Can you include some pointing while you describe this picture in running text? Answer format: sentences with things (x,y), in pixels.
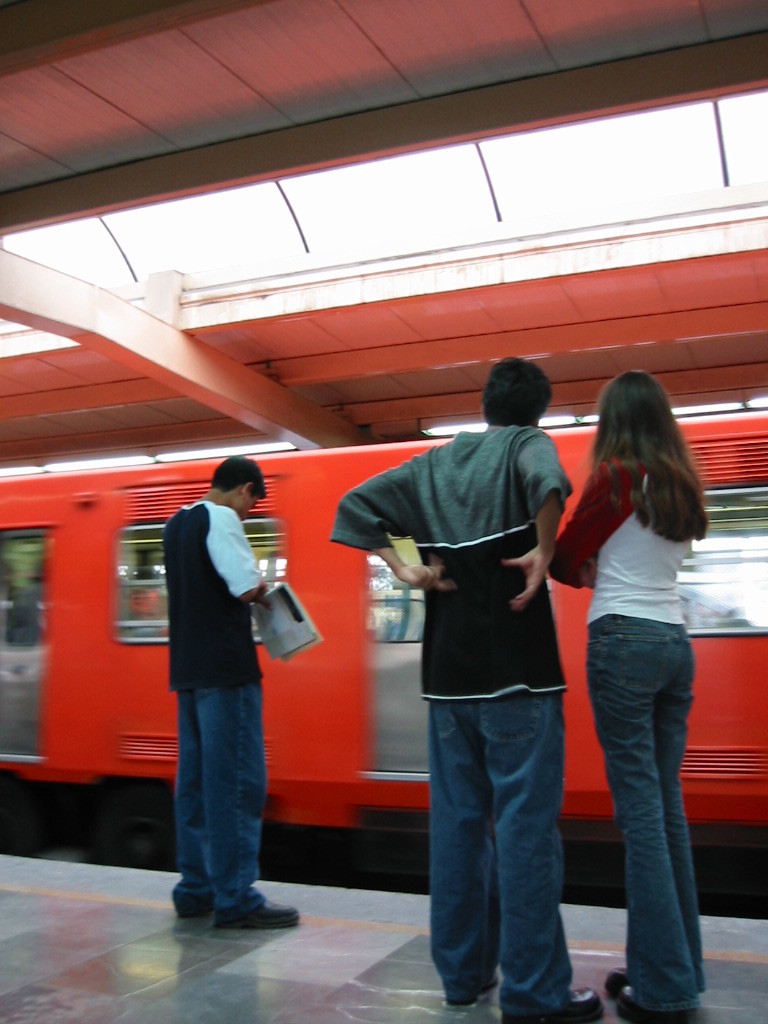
In this image we can see three persons (243,703) standing. One person (244,729) is holding something in the hand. In the back (137,590) we can see a train (103,576). At the top (191,208) we can see roof (209,307).
